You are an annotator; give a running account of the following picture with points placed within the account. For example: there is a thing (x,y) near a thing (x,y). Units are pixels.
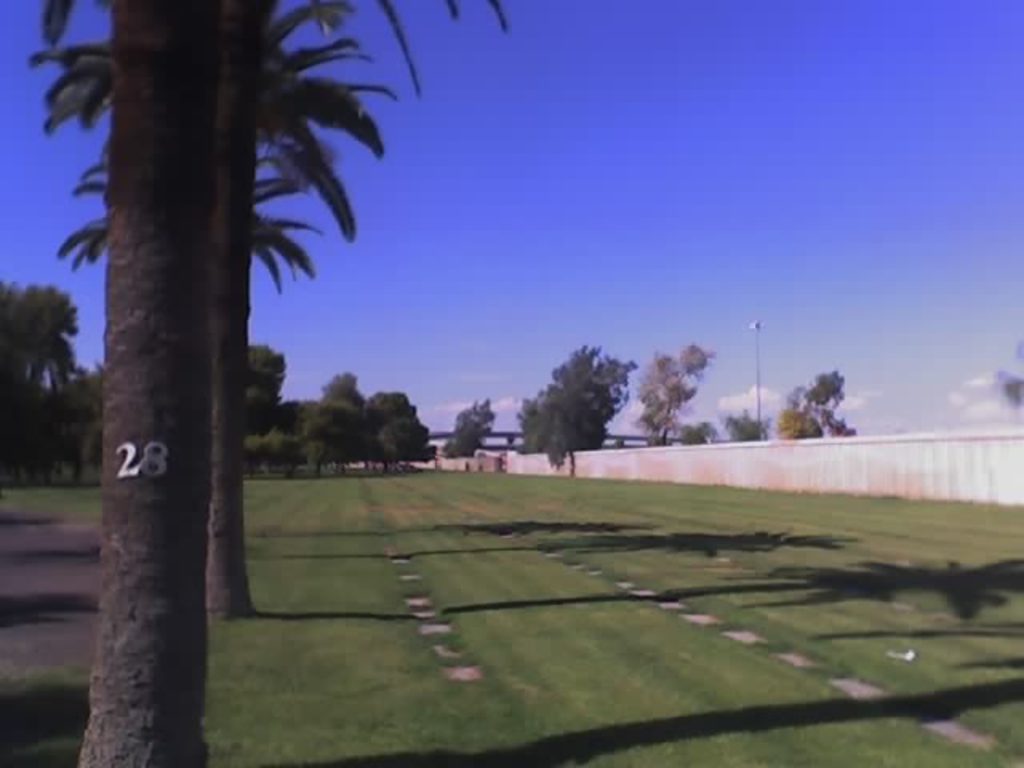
In the image in the center (386,472) we can see trees (222,498) and grass (660,545). In the background (615,271) we can see the sky (587,134), clouds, trees (598,420), grass (672,570), pole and compound wall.
